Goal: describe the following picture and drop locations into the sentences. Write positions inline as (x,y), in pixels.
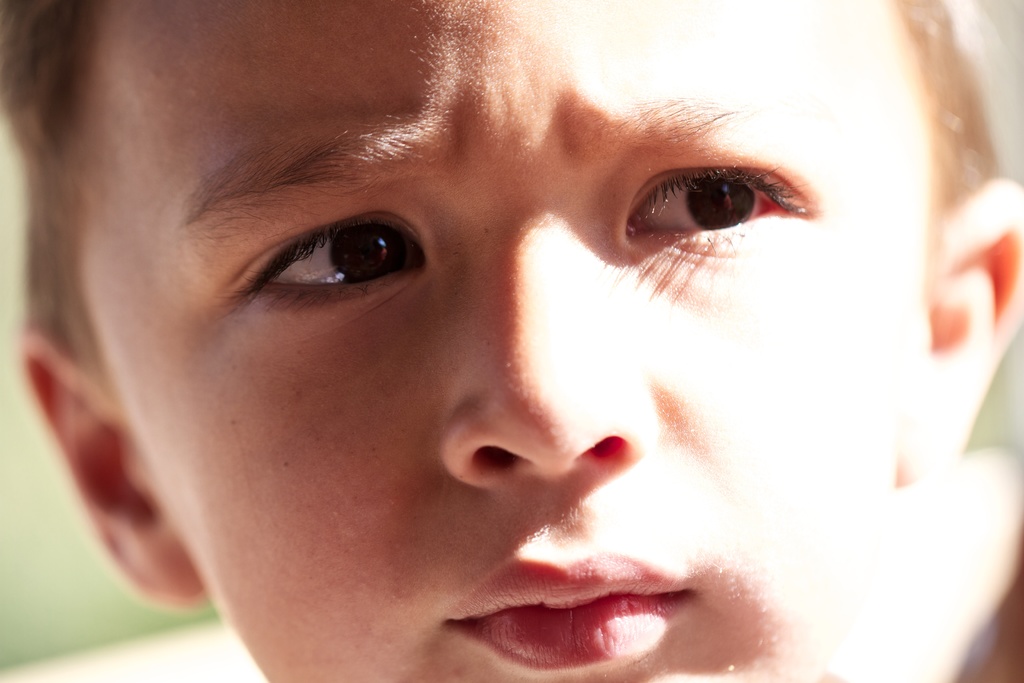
In this image I can see the person's face (586,533) and I can see the blurred background (38,554).
